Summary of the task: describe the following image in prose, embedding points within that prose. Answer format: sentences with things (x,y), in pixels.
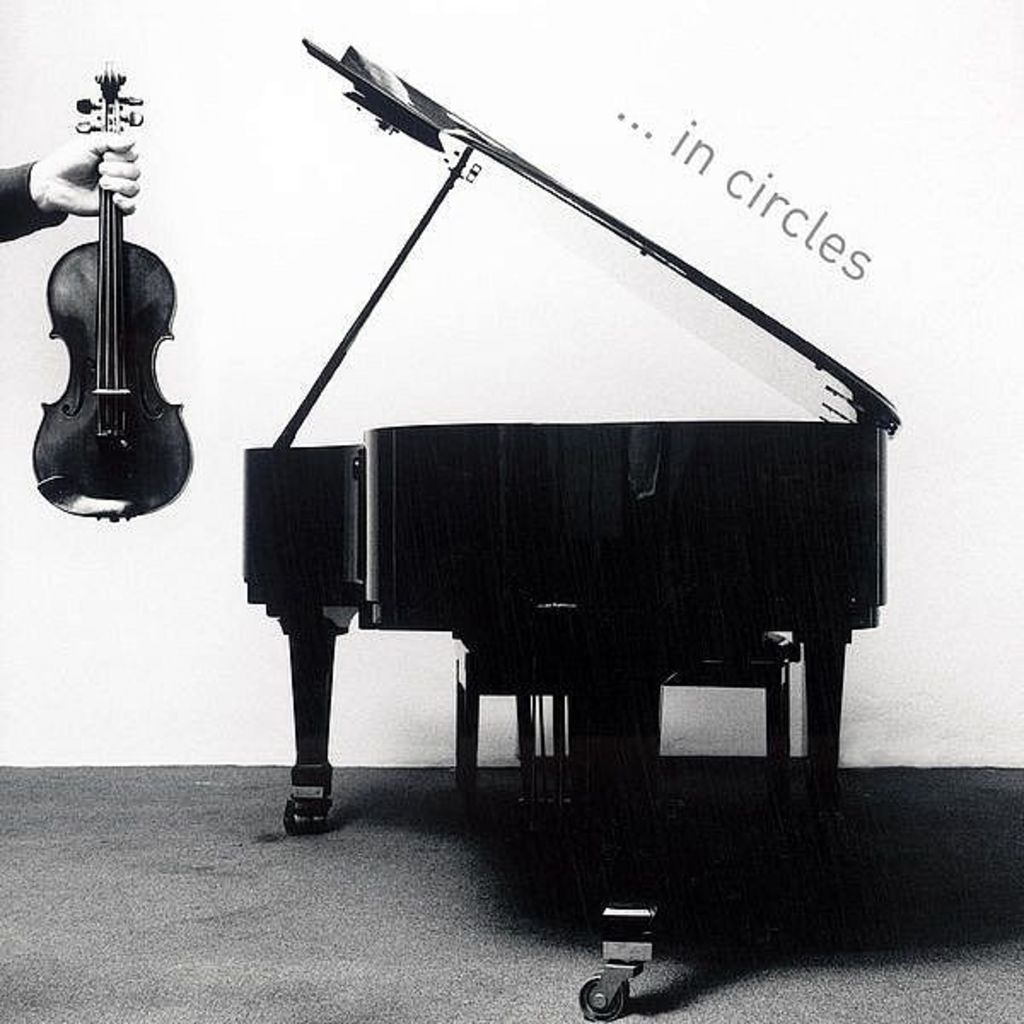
This image looks like a black and white poster (762,632). This is a piano (630,612) with wheels (605,979). Here is a violin (112,310) by a person (120,153) at the left corner of the image (85,254) and some thing is written on the poster (704,59).
